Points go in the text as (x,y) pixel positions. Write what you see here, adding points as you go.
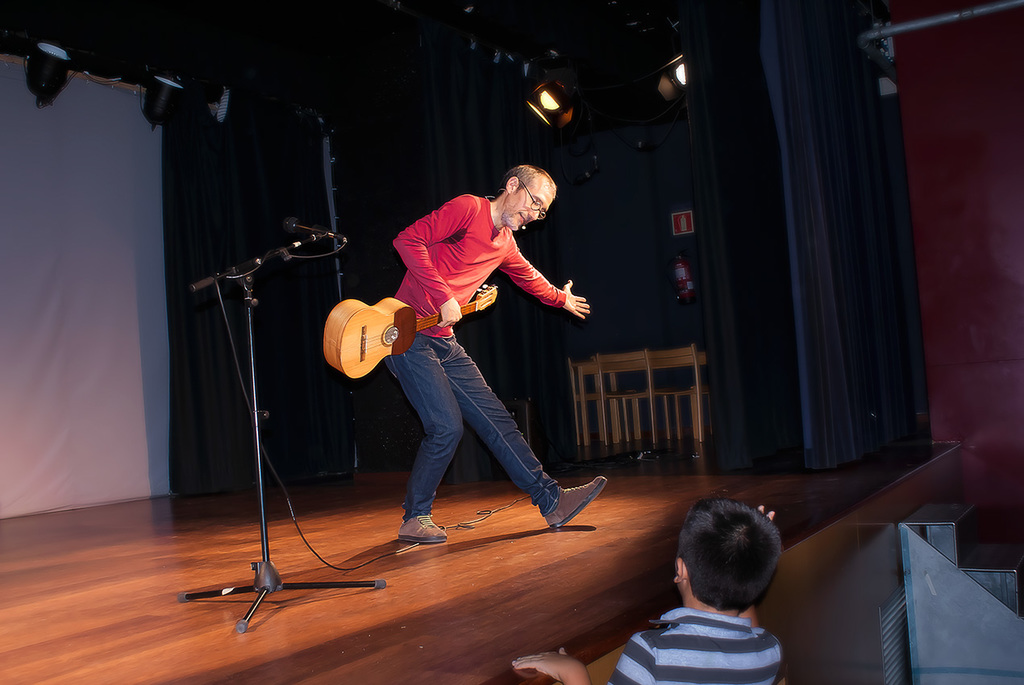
In this picture we can see a man (470,261) in the red t shirt (436,288) is holding a musical instrument (419,319) and the man (428,392) is dancing on the stage (452,512). On the left side of the man (417,295) there is a microphone (286,222) with stand (249,279) and a cable (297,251). In front of the man (447,382) a kid (703,661) is standing on the path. Behind the man (437,353) there are curtains (171,208) and lights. On the right side of the man (413,267) there are chairs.
